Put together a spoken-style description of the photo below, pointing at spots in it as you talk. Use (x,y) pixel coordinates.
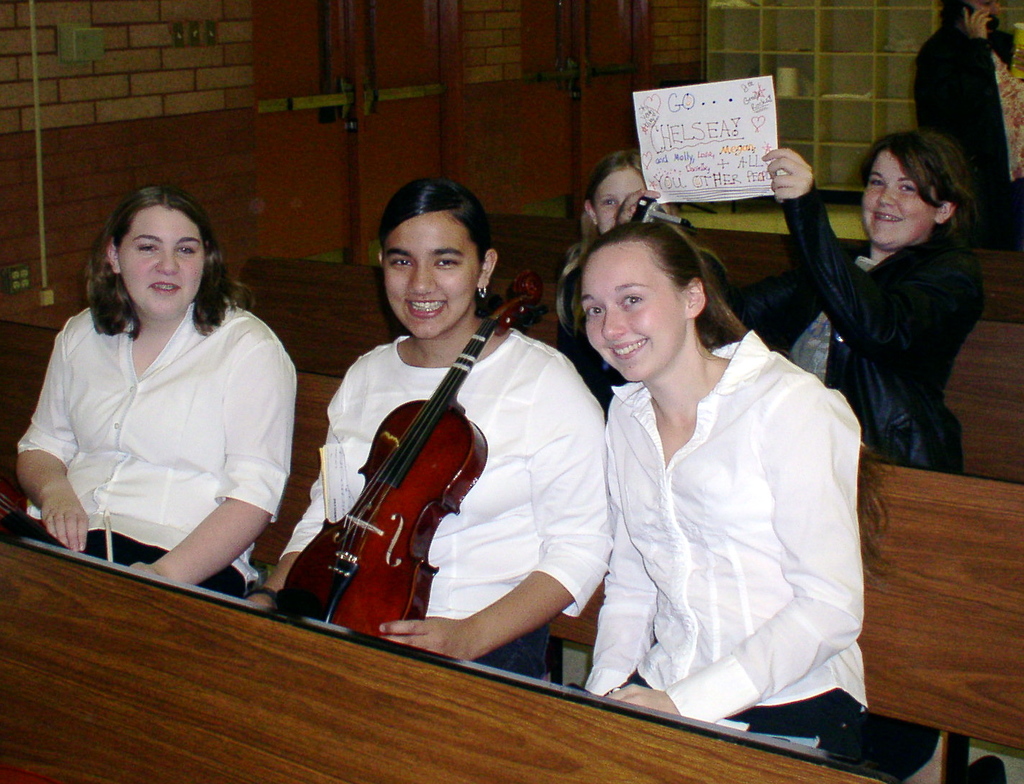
This five girls (475,198) are sitting on a bench (535,328). This woman (522,385) is holding a violin (443,405). This two girls (883,297) are holding a paper (712,167). This three persons (712,400) wore white shirt (337,407). Far this person (946,8) is standing and holding a mobile (989,26).
